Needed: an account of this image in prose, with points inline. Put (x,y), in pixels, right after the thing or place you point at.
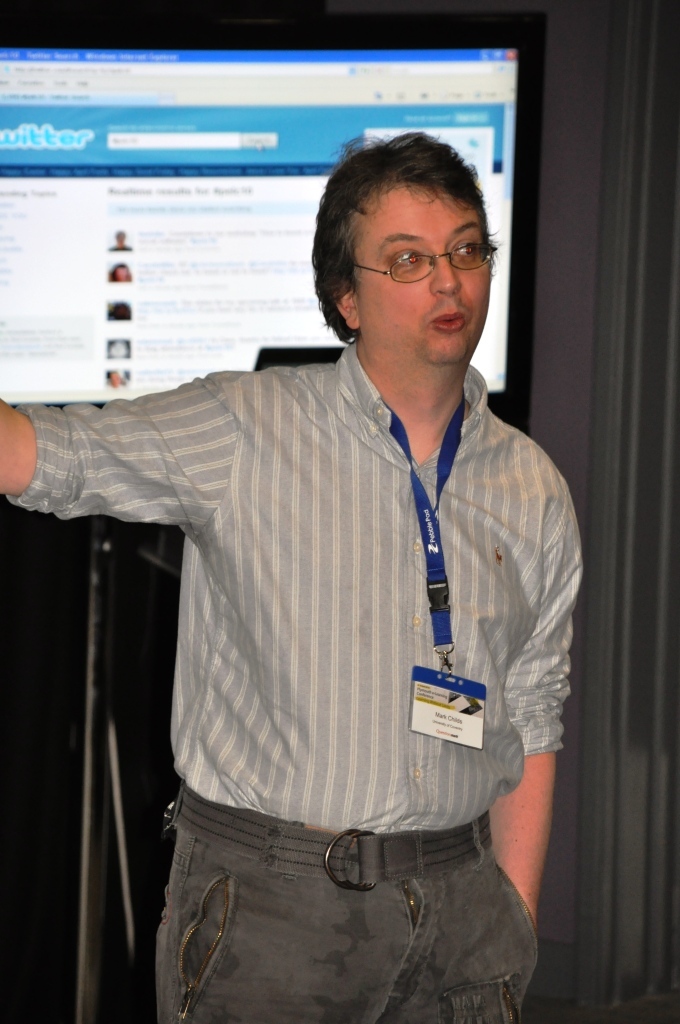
The man (344,288) in front of the picture who is wearing a grey shirt (407,667) and an ID card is standing. He is wearing the spectacles (433,265) and I think he is talking something. Behind him, we see a stand (101,560). On the right side (592,343), we see a grey wall (582,266). In the background (305,68), we see a screen (27,320) which is displaying some text (190,328).
